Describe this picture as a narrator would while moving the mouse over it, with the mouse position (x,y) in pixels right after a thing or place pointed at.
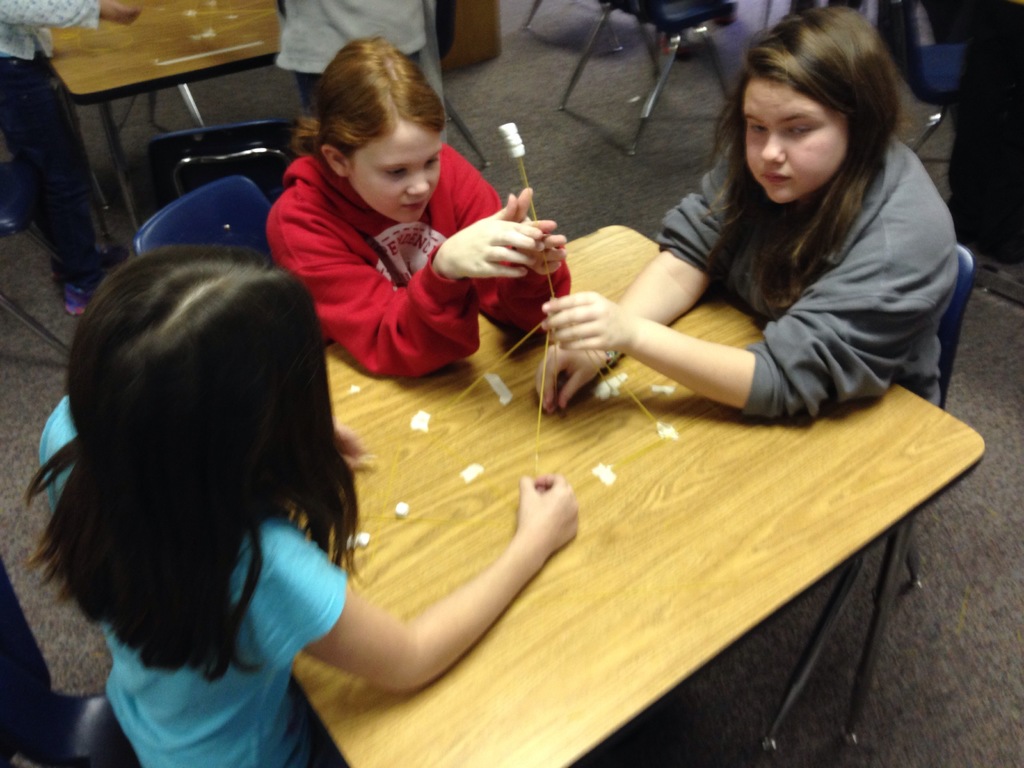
In this picture there are three (421,245) who are sitting on the chair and holding a stick (534,333). There are few people (332,7). There is a table (121,78).
